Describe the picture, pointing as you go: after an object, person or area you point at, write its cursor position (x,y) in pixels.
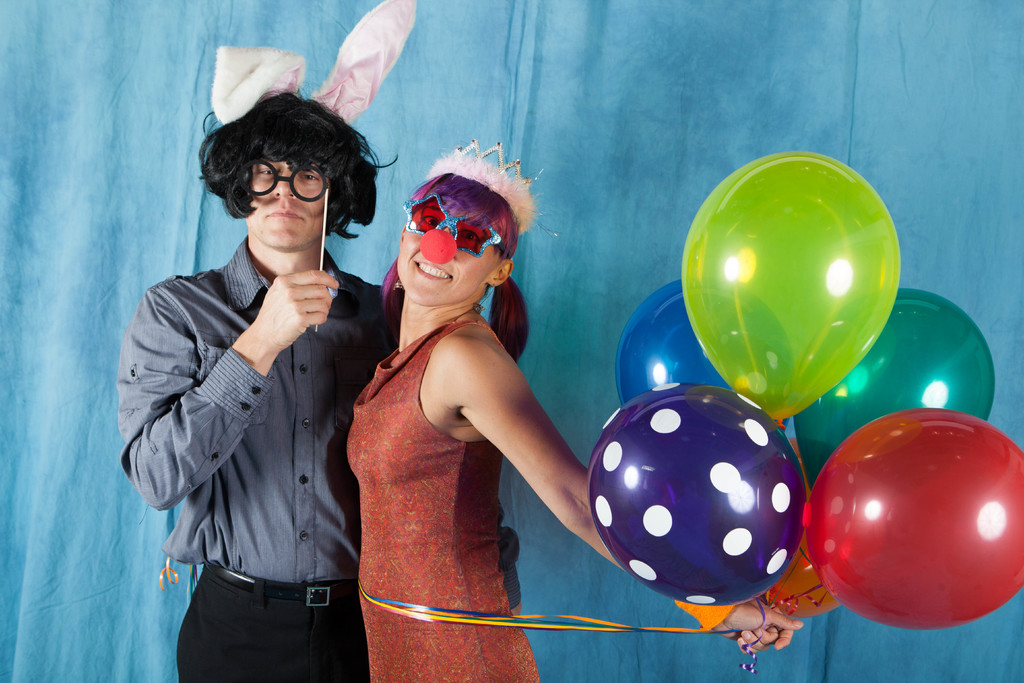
In this picture there are people (215,457) standing and there is a woman (432,671) holding ribbons (710,631) with balloons (656,366) and wore clown nose (447,258), crown (500,168) and goggles (478,254). In the background of the image (857,131) it is blue.
